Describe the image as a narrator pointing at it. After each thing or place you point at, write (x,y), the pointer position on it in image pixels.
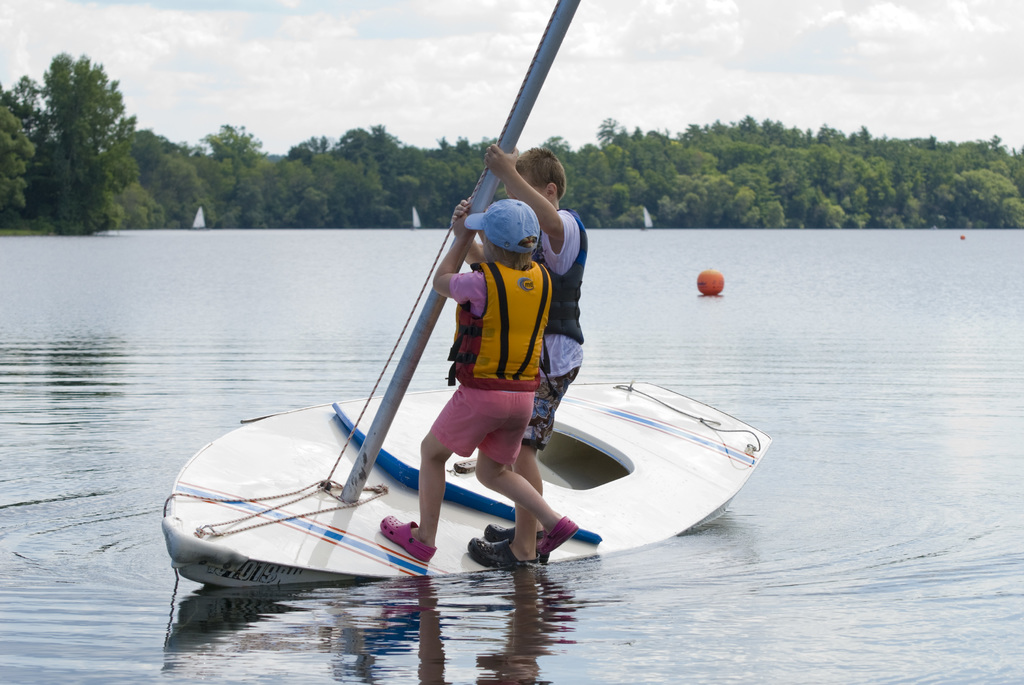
In this picture we can see there are two kids (451,402) standing on the boat (331,470) and on the boat (280,498) there are ropes (316,494) and a pole (435,298). Behind the people (565,384) there are some objects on the water (707,258) and behind the objects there are trees (744,192) and the sky (692,77).
